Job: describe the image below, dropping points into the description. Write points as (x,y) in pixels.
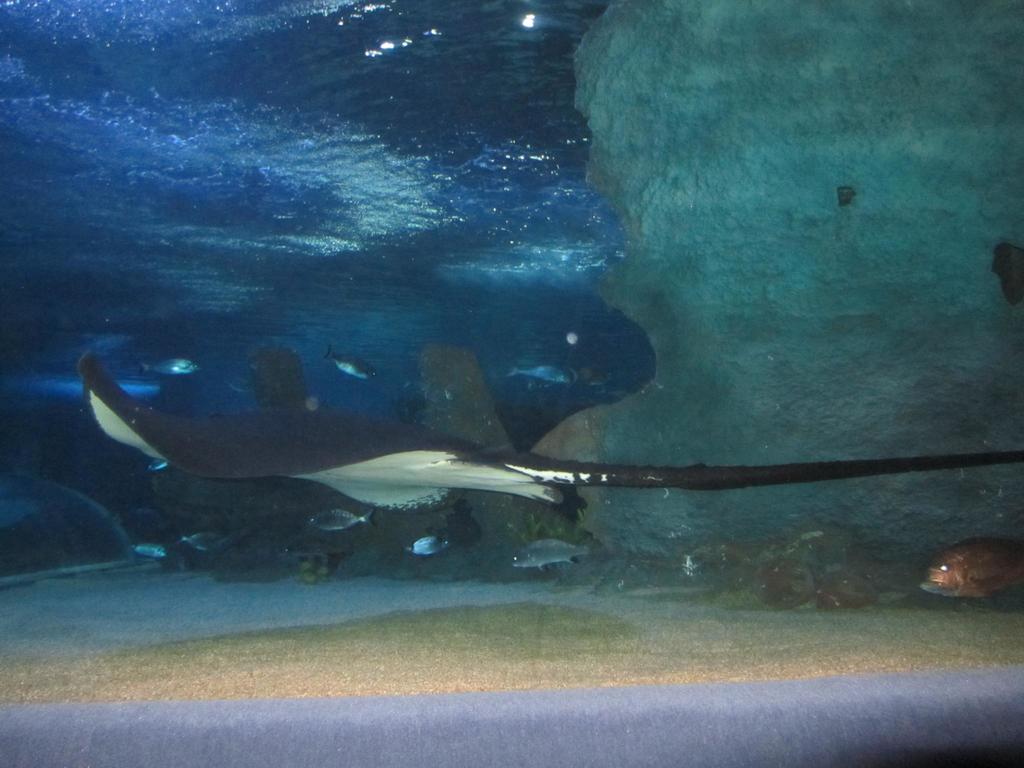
In the foreground of this picture (201,425), there is a stingray (546,460) and many more fishes (981,569) under the water (568,391).
